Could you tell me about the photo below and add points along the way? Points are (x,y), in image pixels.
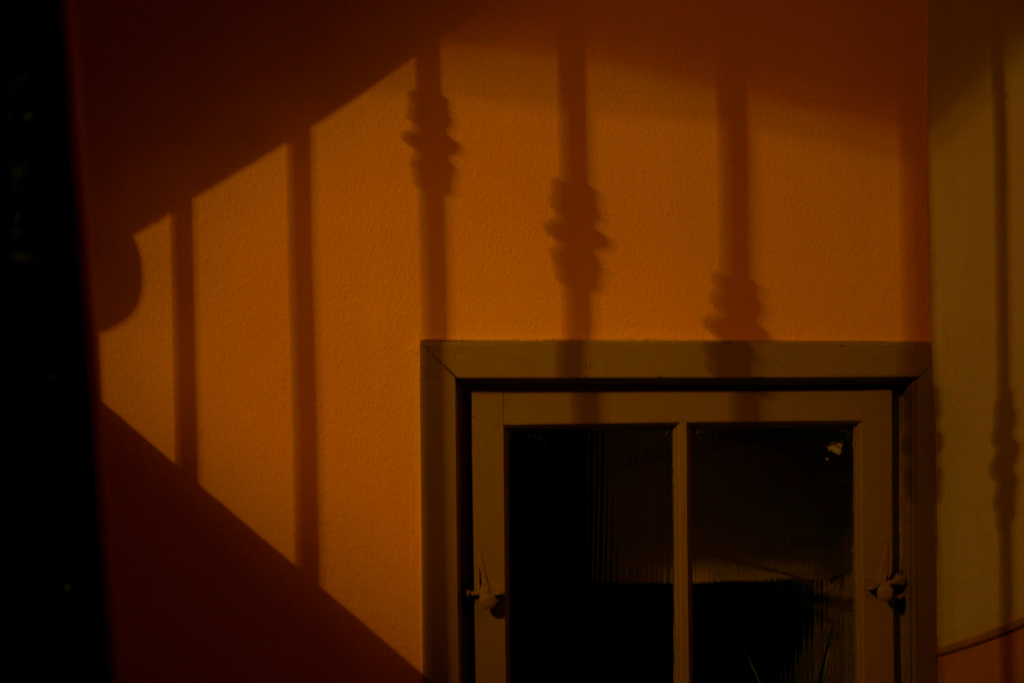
In this image we can see a wall (989,520) and a door (670,551).
